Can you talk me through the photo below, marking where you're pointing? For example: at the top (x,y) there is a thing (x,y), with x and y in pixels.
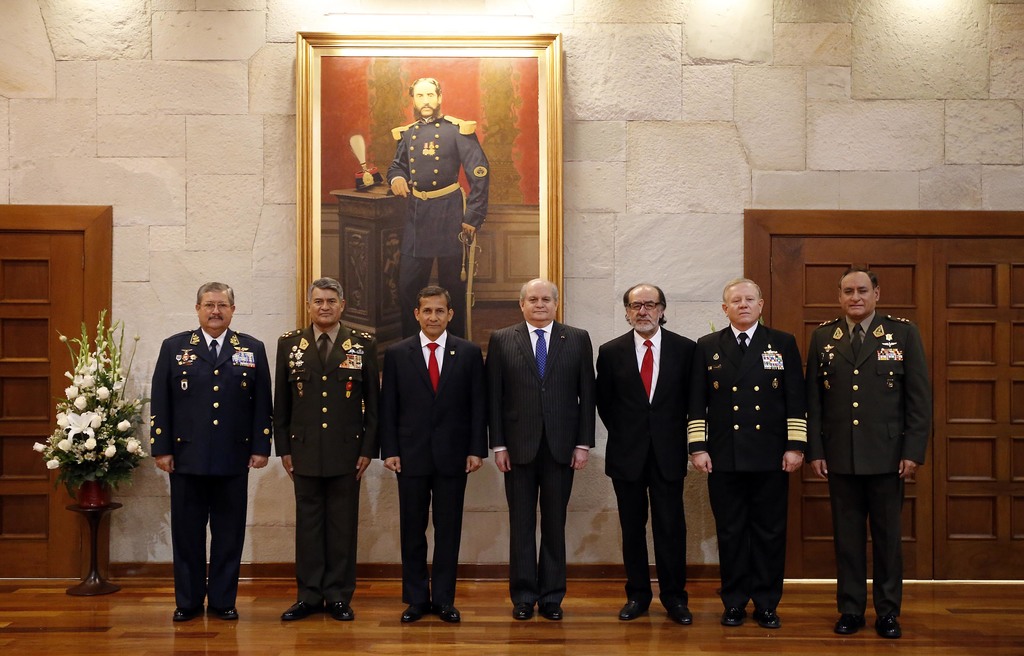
In the center of the image (472,436) we can see a few people (660,468) are standing on the floor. And we can see they are in different costumes (511,444). In the background (534,79) there is a wall (641,121), photo frame (424,215), vase (100,494) with flowers (72,435) and leaves (93,468), doors (907,247) and lights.
